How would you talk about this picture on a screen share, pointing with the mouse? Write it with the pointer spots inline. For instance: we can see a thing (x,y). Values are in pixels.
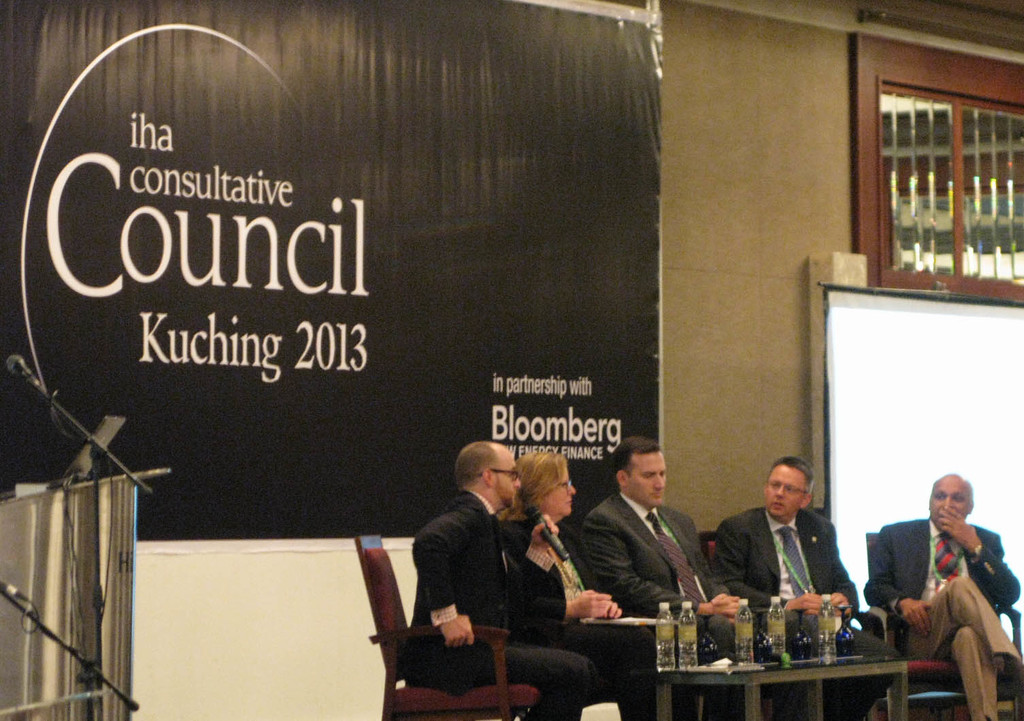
There is a group of men (644,550) and a woman (562,485) sitting in front of a table (831,669). There are water bottles (741,640) on the table (732,672). To the left (57,590), there is a podium (21,528) with a microphone (13,371). In the background (186,486) we can observe a flex (286,285) with a name (272,249) here.
